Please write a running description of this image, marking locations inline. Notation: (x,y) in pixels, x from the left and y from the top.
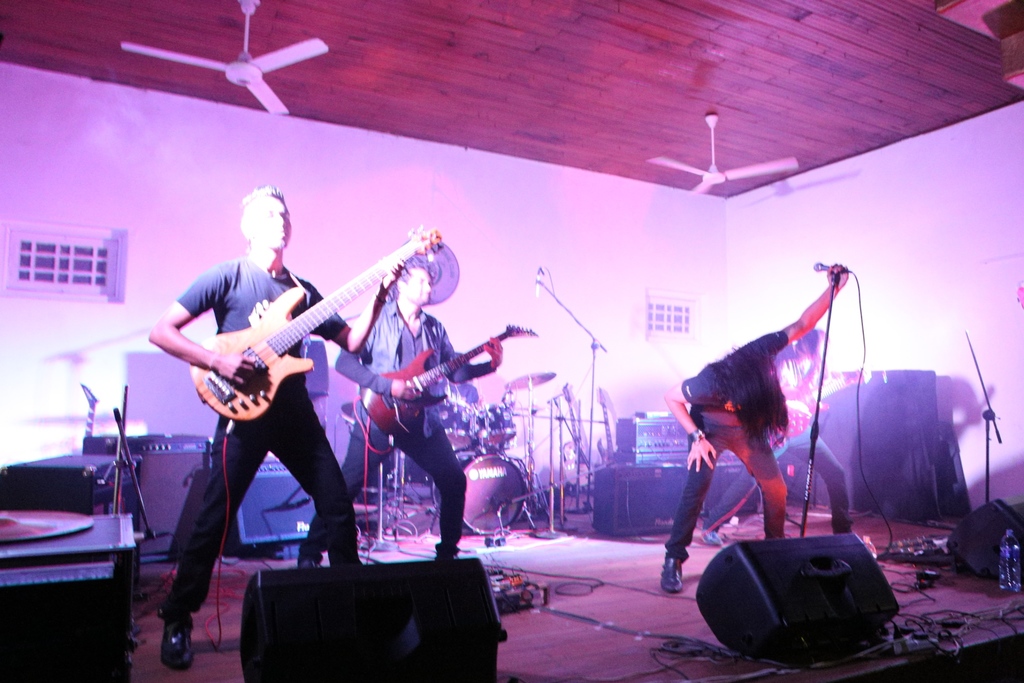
2 people (291,380) at the left (284,385) are playing guitar (261,353). the person (747,401) at the right (747,401) is holding microphone (827,267) and standing. behind them there are drums (494,454). behind that there is a white wall (471,193). on the roof (290,94) there are 2 fans (289,54).
